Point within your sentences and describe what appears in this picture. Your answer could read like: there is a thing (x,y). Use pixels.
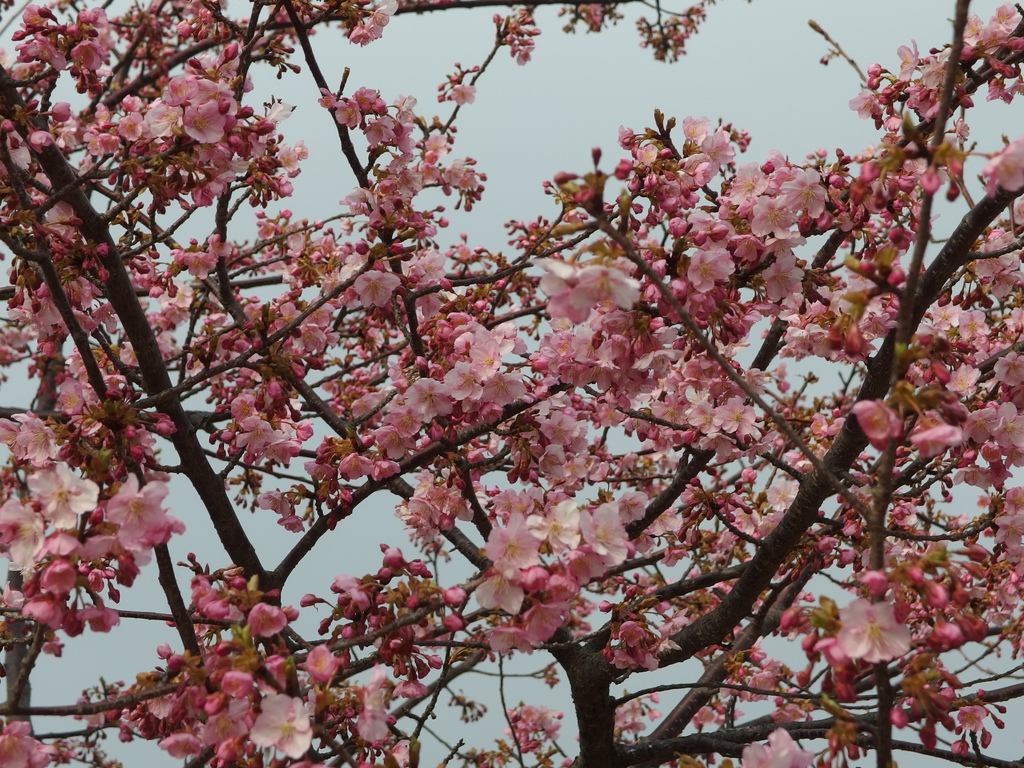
In this image we can see group of flowers (281,670) on the branches (595,675) of a tree (903,298). In the background (819,600), we can see the sky (588,115).
